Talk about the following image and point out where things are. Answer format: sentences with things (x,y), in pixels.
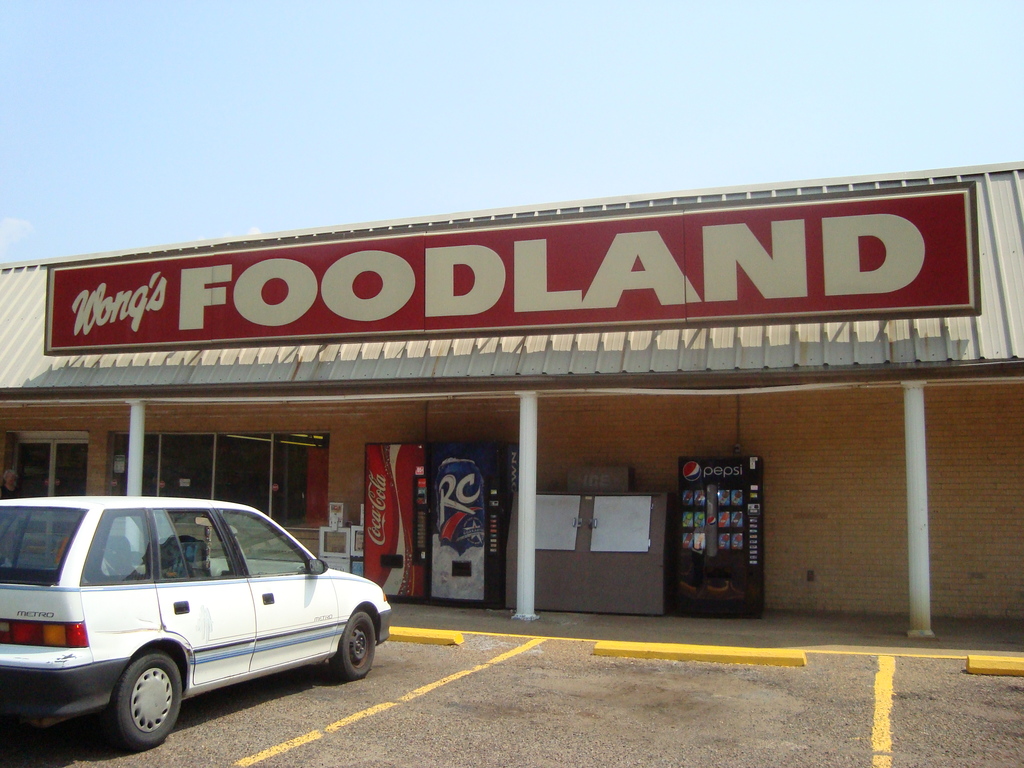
At the bottom of the picture (151,583), we see a white car (189,609) parked on the road (187,726). Behind that, there are refrigerators (407,489) and a gray ice chest (568,600) with white doors (640,517). We see a red color hoarding board (373,302) with some text (774,223) written on it. At the top of the picture (342,167), we see the sky (436,165).
